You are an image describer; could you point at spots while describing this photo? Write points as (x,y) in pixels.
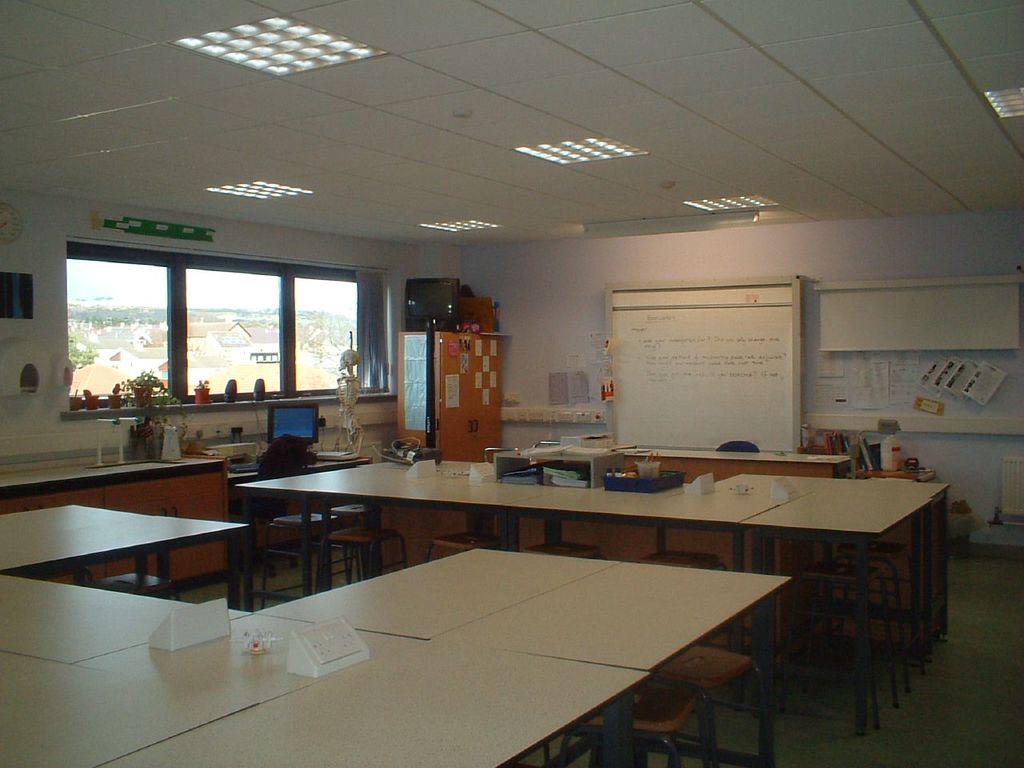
At the top (532,26) we can see the ceiling (527,67) and lights (566,154). We can see a white board (636,345) and something written on it. We can see the posters (906,394) on the wall (818,396). We can also see the posters (495,382) on the cupboard (464,378). On the top of a cupboard (477,388) we can see objects (442,318). On the left side of the picture (218,303) we can see the windows (287,337). Through glass (262,318) outside view is visible and we can see the houses (264,334) and trees (322,318). Near to the windows (91,358) we can see the house plants (208,397). On the tables (662,504) we can see the monitor (289,405) and we can see few objects (145,424), switch board sockets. We can see a skeleton (353,359) near to the cupboard (482,372). We can see the stools (386,535) and tables (429,700) on the floor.
